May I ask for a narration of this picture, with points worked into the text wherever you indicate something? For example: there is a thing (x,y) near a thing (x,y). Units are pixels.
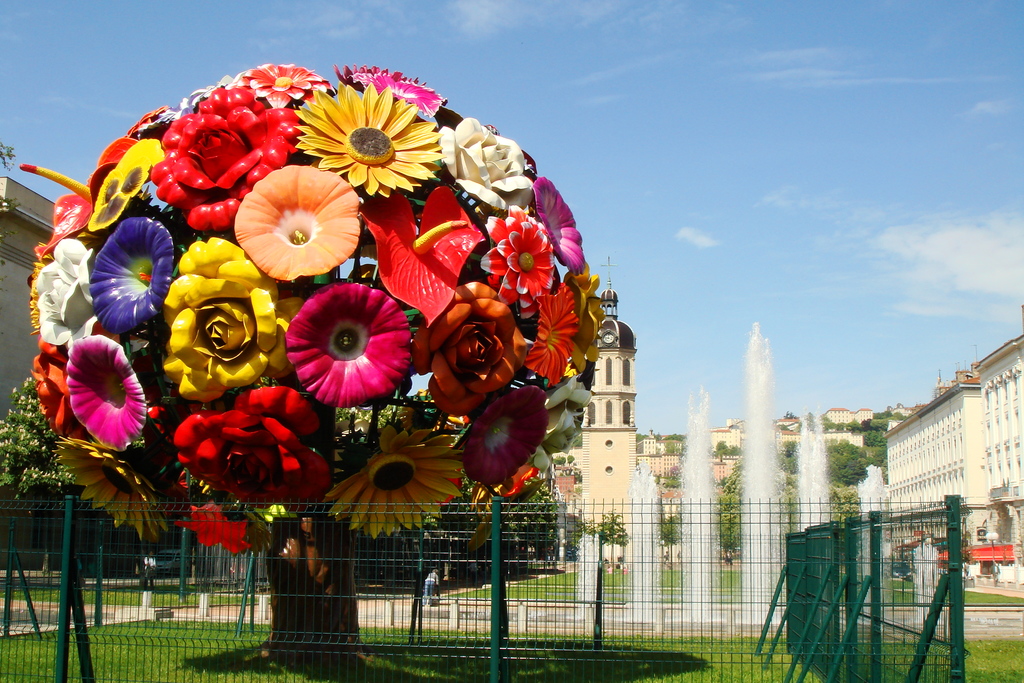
There are green fences (805,623). There is a tree sculpture (444,313) which has huge flowers (469,180). There is a fountains (767,479) behind it. There are trees (729,452) and building (586,445) at the back (728,465) and there is sky (763,256) at the top (780,145).
